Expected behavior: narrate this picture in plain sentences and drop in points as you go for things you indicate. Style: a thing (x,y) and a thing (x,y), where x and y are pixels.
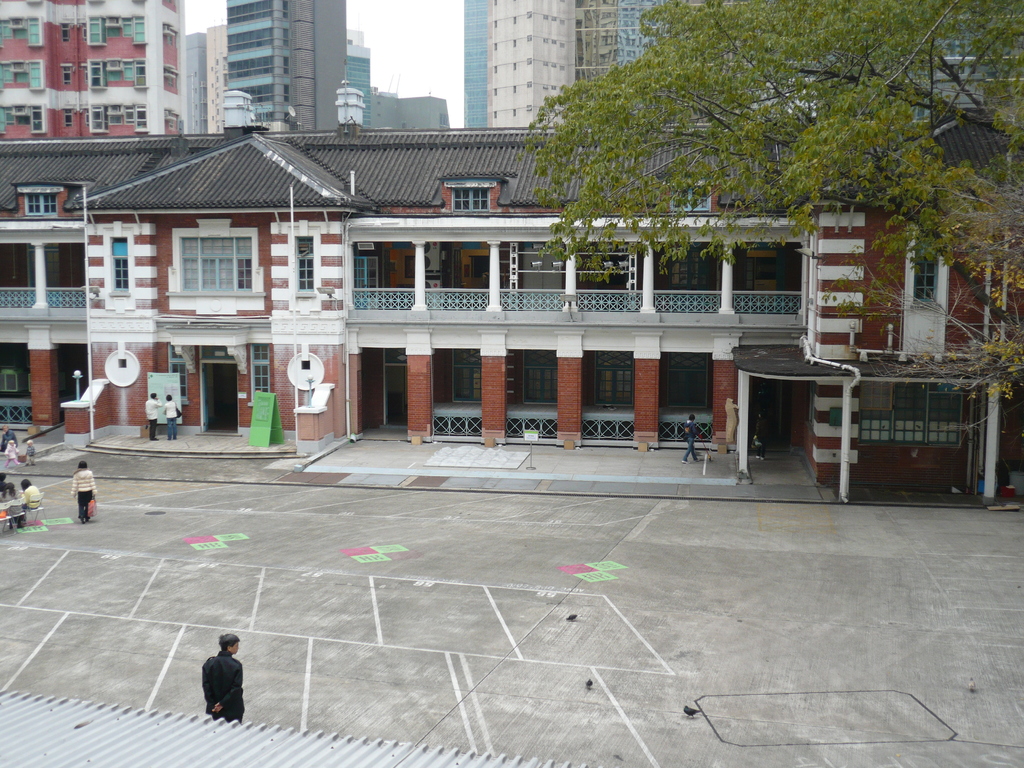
In this picture we can see some buildings (498,104) on the right side (873,88) there is a tree (1020,181), we can see some people (170,437) standing here, there is a pole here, we can see the sky (408,47) at the top of the picture (423,27).
